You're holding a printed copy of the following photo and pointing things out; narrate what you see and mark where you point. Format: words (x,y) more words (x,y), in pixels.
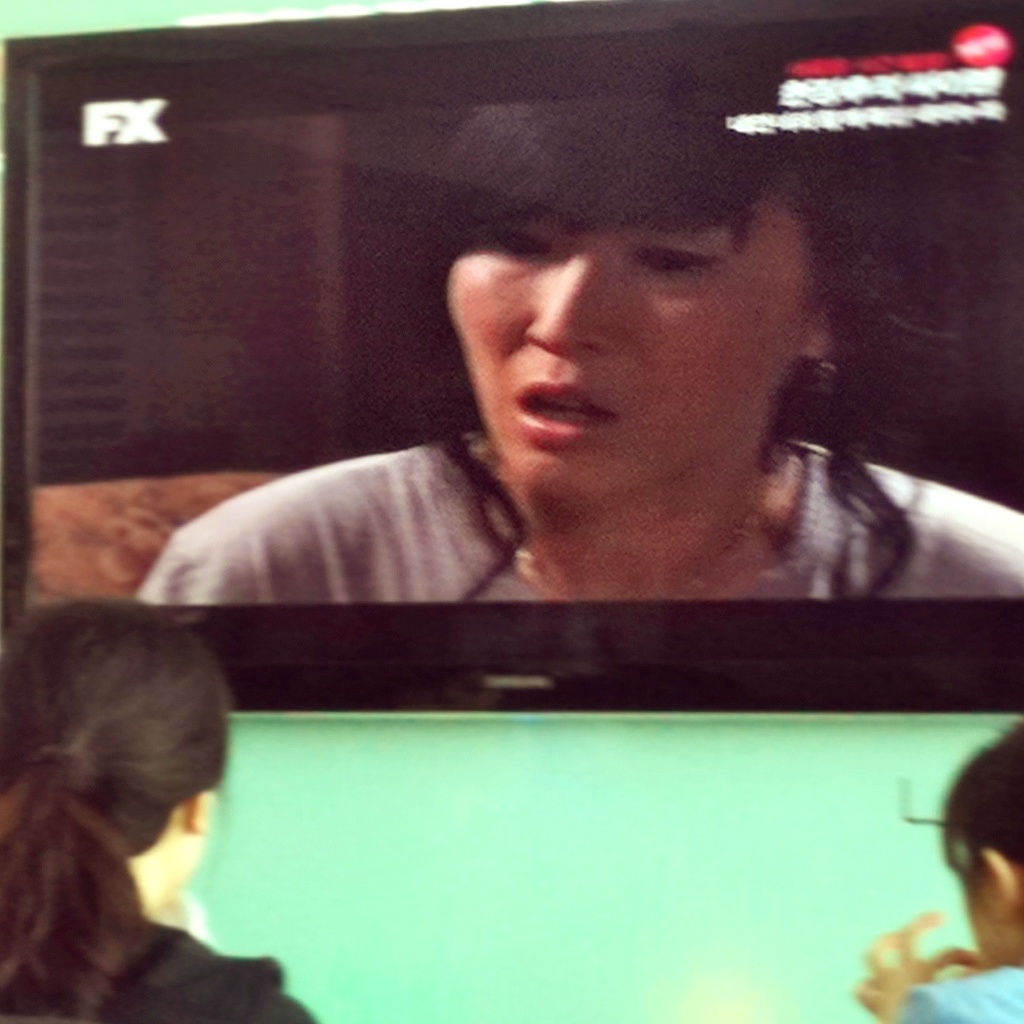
In this image we can see few people (886,1022). We can see a television (652,469) on the wall (833,1022). On the television screen (606,386) we can see a lady (615,401) and some text (962,74).
